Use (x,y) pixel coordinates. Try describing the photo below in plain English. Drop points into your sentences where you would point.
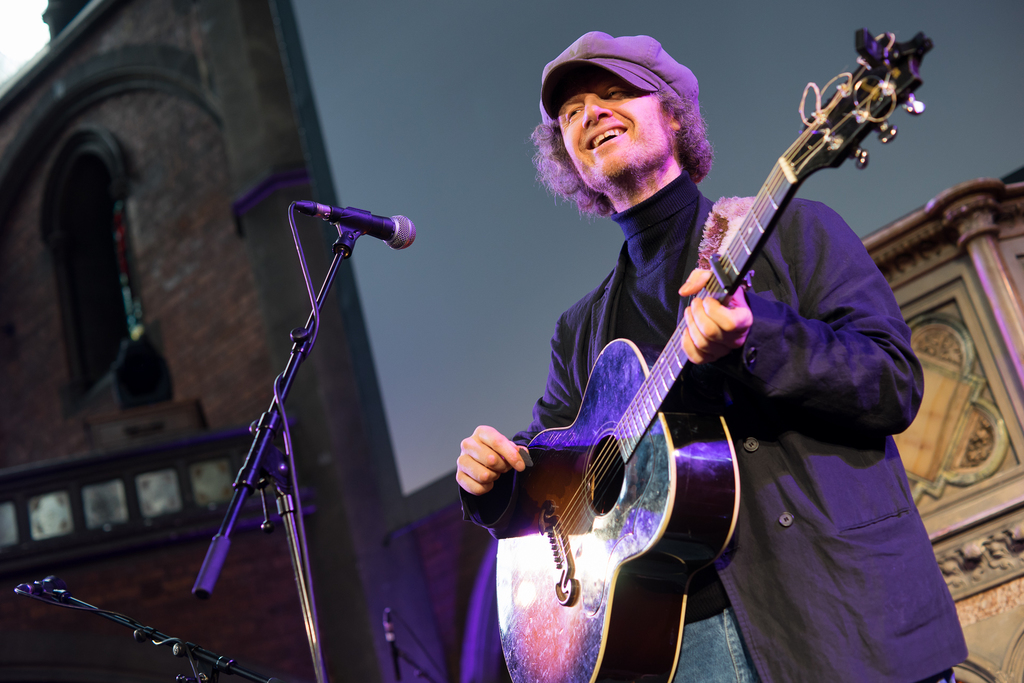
Here we can see a man (558,120) standing and smiling, and he is holding the guitar (587,391) in his hands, and in front here is the microphone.
